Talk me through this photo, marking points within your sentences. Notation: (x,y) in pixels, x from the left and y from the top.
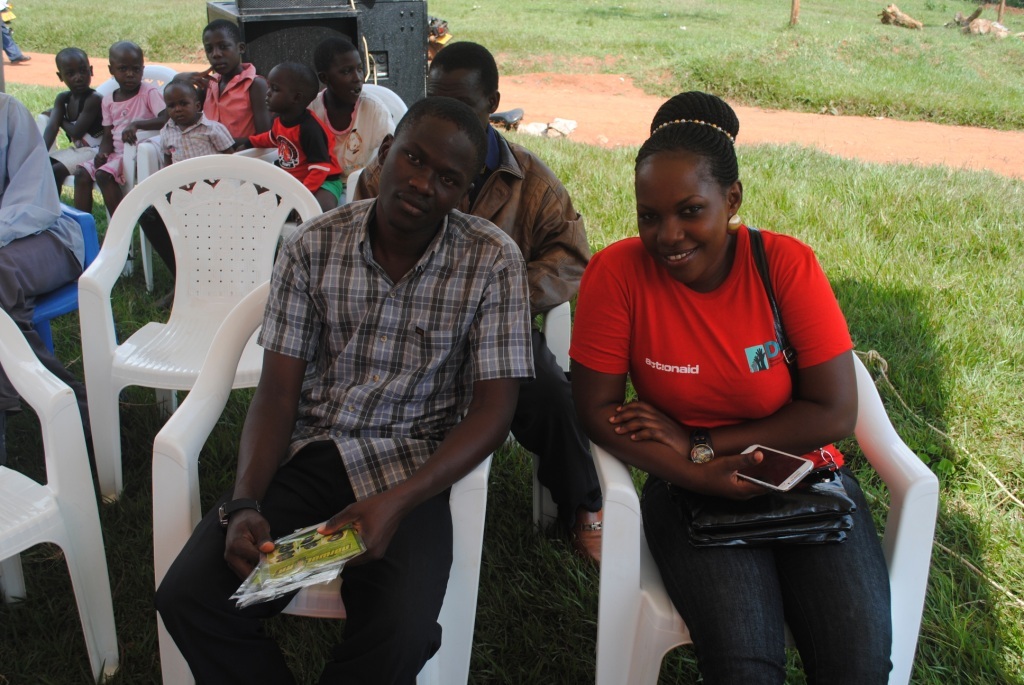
In the image we can see there are people (488,418) who are sitting on chair (203,311) and the ground (855,211) is covered with grass (759,76).
